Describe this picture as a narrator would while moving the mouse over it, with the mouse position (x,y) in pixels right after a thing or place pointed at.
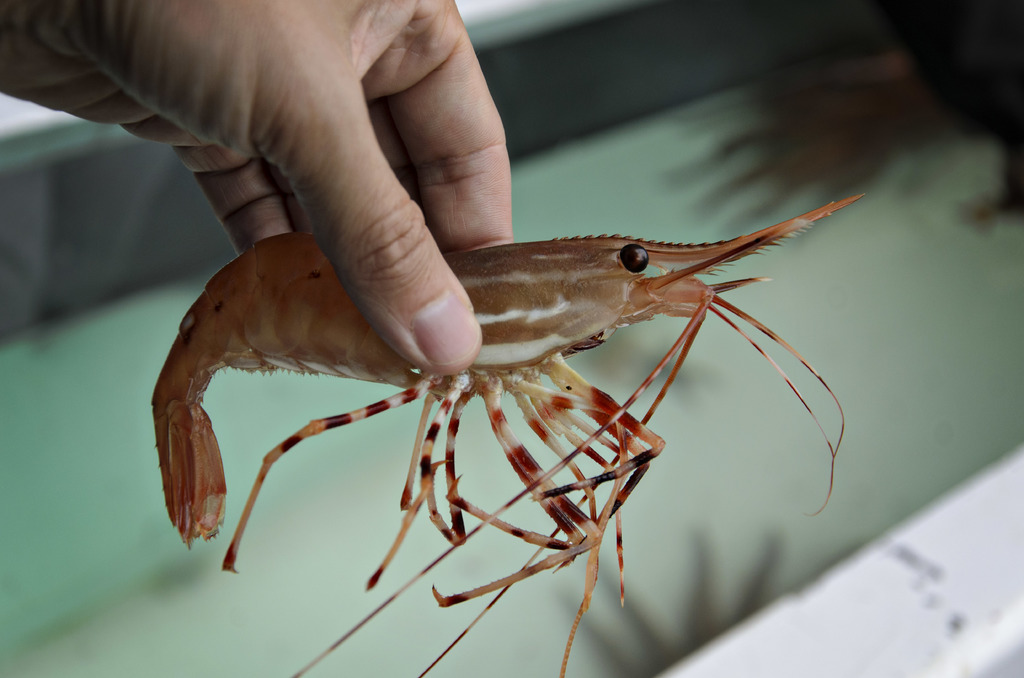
In this image in the front (462,246) there is a person (340,81) holding a prawn (545,309) in his hand (427,304) and the background (26,578) is blurry.
